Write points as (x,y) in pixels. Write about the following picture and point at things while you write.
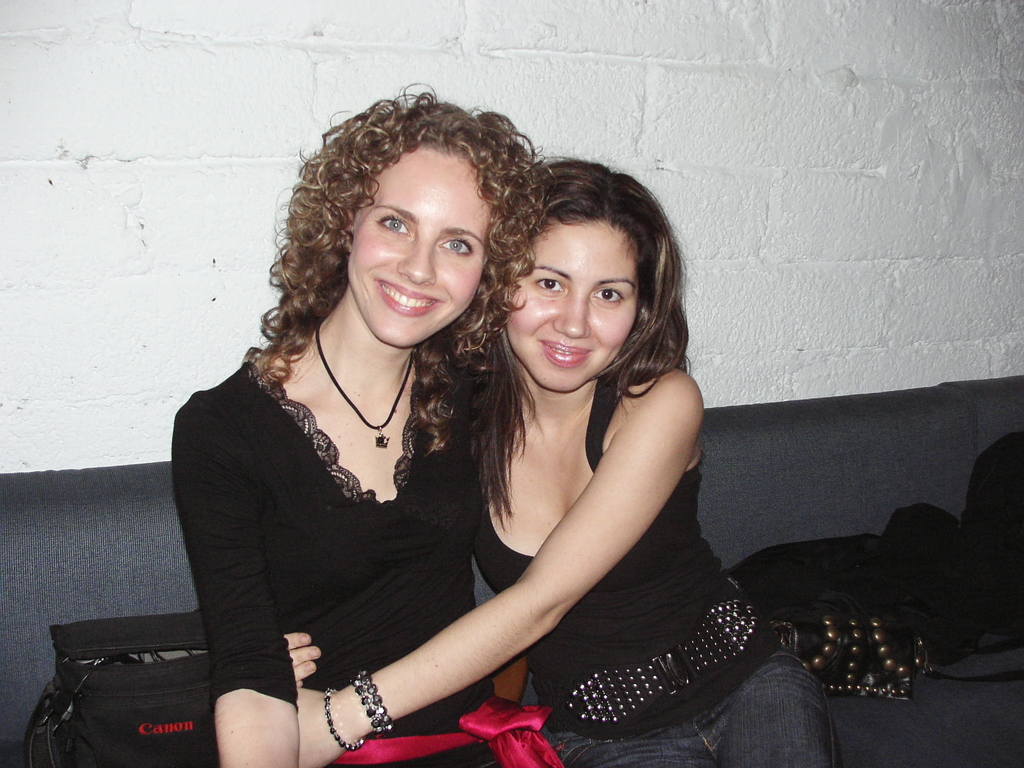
In this image there are two women (498,480) sitting on the sofa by holding each other. Beside them there is a camera box (110,695) and some clothes (796,603) on it. In the background (797,210) there is a white colour wall (753,146). Both the women (543,573) are wearing the black dress (435,570).
